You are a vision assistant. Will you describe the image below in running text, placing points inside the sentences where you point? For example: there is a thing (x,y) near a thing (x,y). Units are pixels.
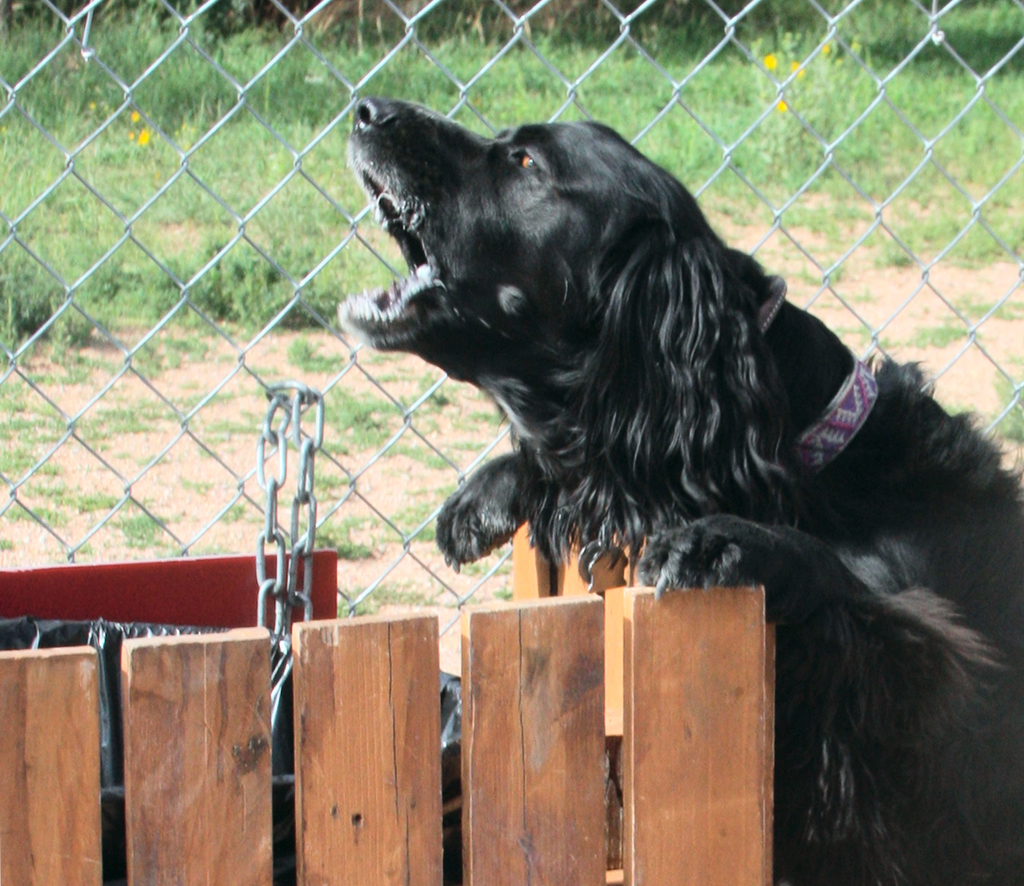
In this image we can see dog (830,587) at the wooden box (529,675). In the background (382,81) there is a fencing (178,173) and grass (184,230).
